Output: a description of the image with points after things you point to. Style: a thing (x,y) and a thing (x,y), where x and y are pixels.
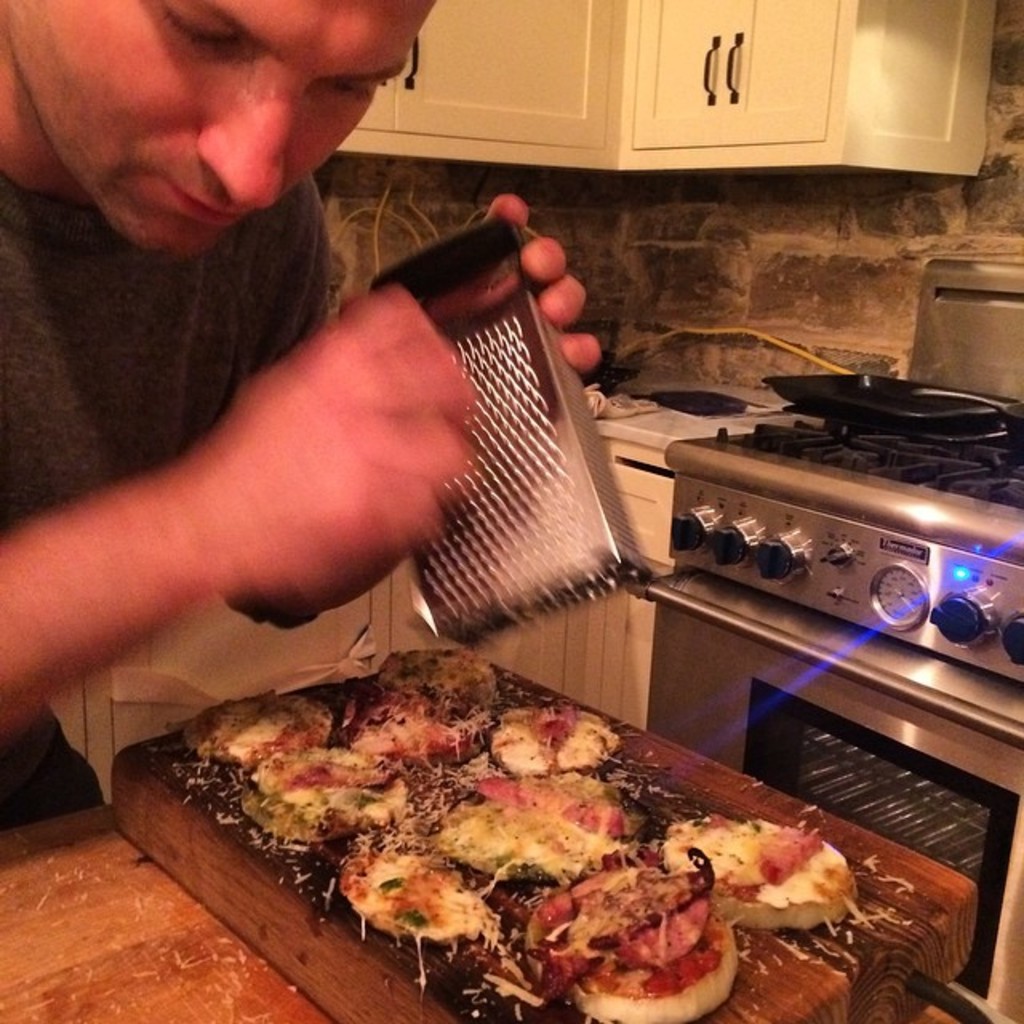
In this image I can see a person (374,32) standing and garnishing something on the food (383,739) which is in-front of him, beside him there is a stove (985,503).
